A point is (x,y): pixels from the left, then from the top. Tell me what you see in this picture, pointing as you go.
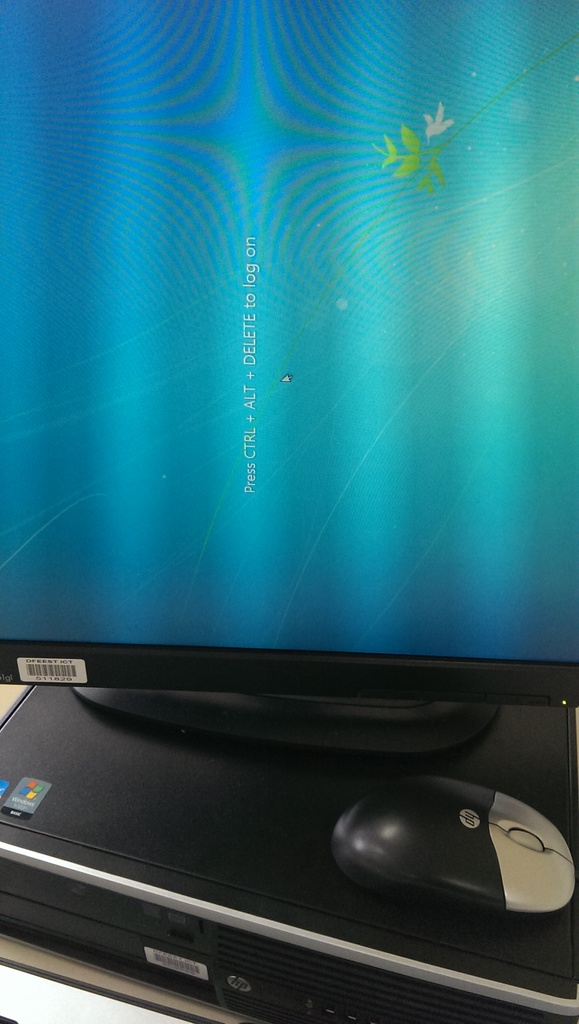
In this picture, we can see a CPU (163,921) on an object (46,968) and on the CPU (135,910) there is a mouse (437,798) and a monitor (301,528).
